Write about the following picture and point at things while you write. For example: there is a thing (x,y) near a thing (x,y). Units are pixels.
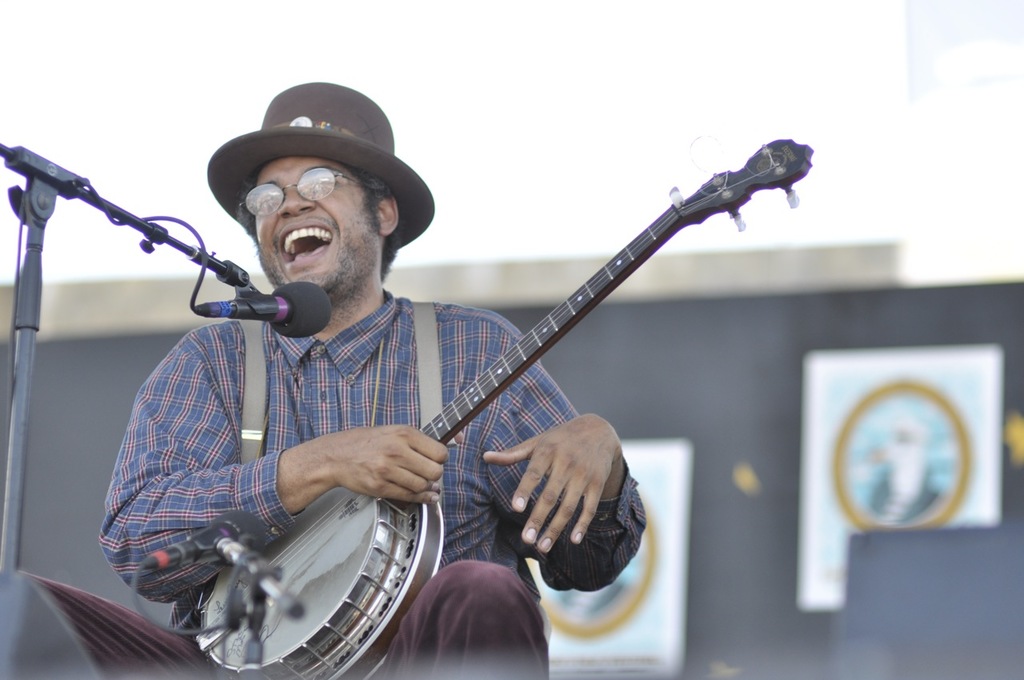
There is a man (239,459) holding a musical instrument (336,516) and wearing a specs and hat (339,158). In front of him there is mic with mic stand (33,270). In the back (744,363) there is a wall (738,515) with posters (664,580).
